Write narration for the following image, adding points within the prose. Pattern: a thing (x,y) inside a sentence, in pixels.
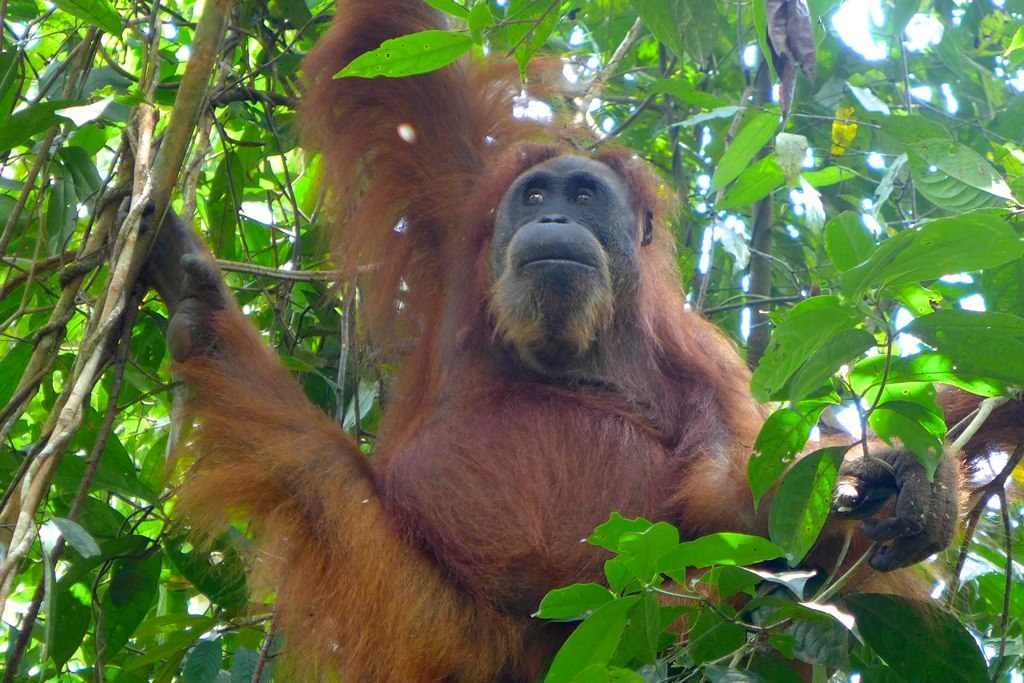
In this picture we can see an orangutan (664,424) in the front (492,66), there is a tree (687,110) in the middle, we can see the sky (837,12) in the background (853,21).
